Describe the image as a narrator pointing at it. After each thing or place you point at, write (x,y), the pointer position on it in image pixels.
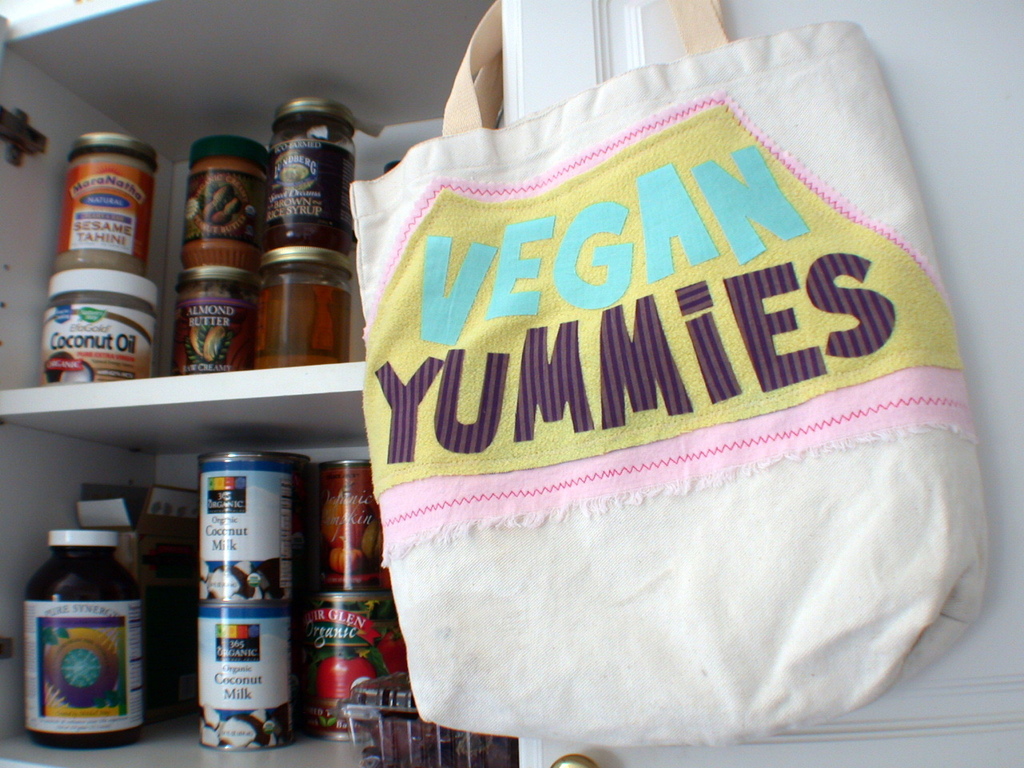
In this picture we can see some bottles (65,552) in the shelf's (295,384), and we can see bag (592,422) to the wall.
